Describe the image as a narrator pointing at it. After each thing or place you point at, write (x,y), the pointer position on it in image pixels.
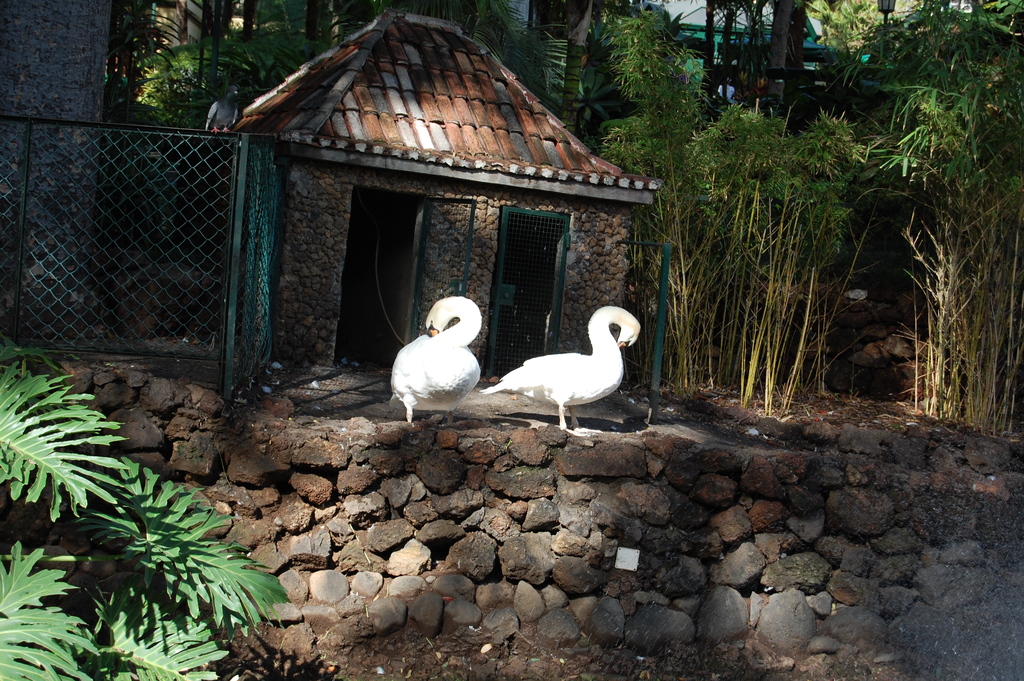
In the picture I can see two swans (514,374) which are in white color is standing on the rock wall (504,488) and there is a house (327,203) which is made up of few rocks (321,246) behind it and there is a fence (170,236) in the left corner (61,251) and there are few trees (644,130) in the background (644,130).
